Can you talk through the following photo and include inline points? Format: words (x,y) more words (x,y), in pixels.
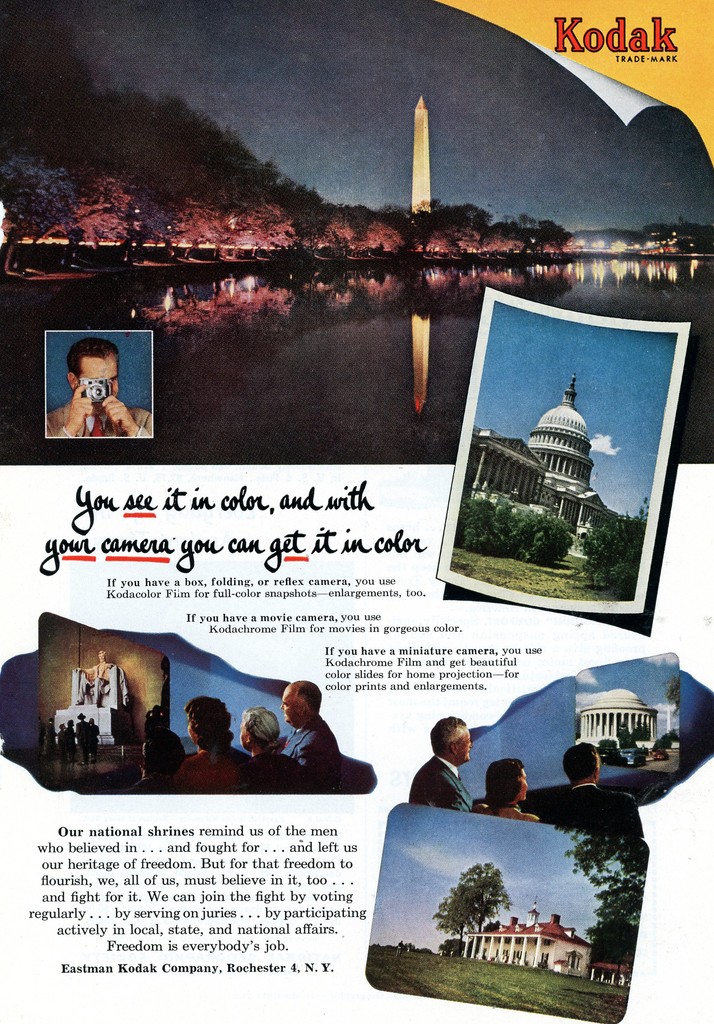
In this image we can see a poster (290,525), on that there are pictures (410,444) of some people (267,732), building (548,509), trees (488,545), river (209,306), tower (422,195), also we can see some text (381,632) on the poster (363,431).
